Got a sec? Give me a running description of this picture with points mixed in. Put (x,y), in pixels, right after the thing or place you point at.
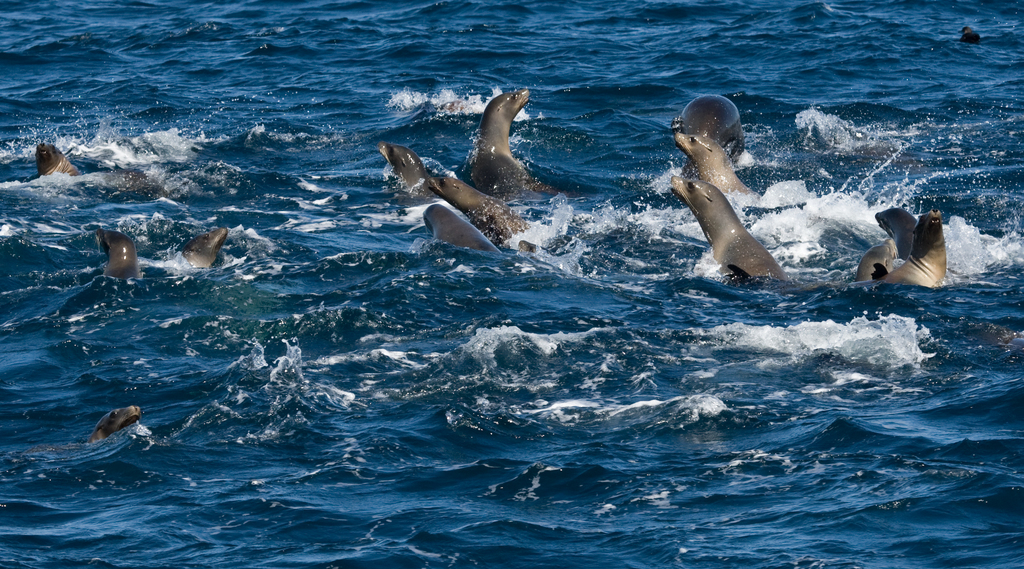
In this image we can see seals (918,250) swimming in the water (233,203).
